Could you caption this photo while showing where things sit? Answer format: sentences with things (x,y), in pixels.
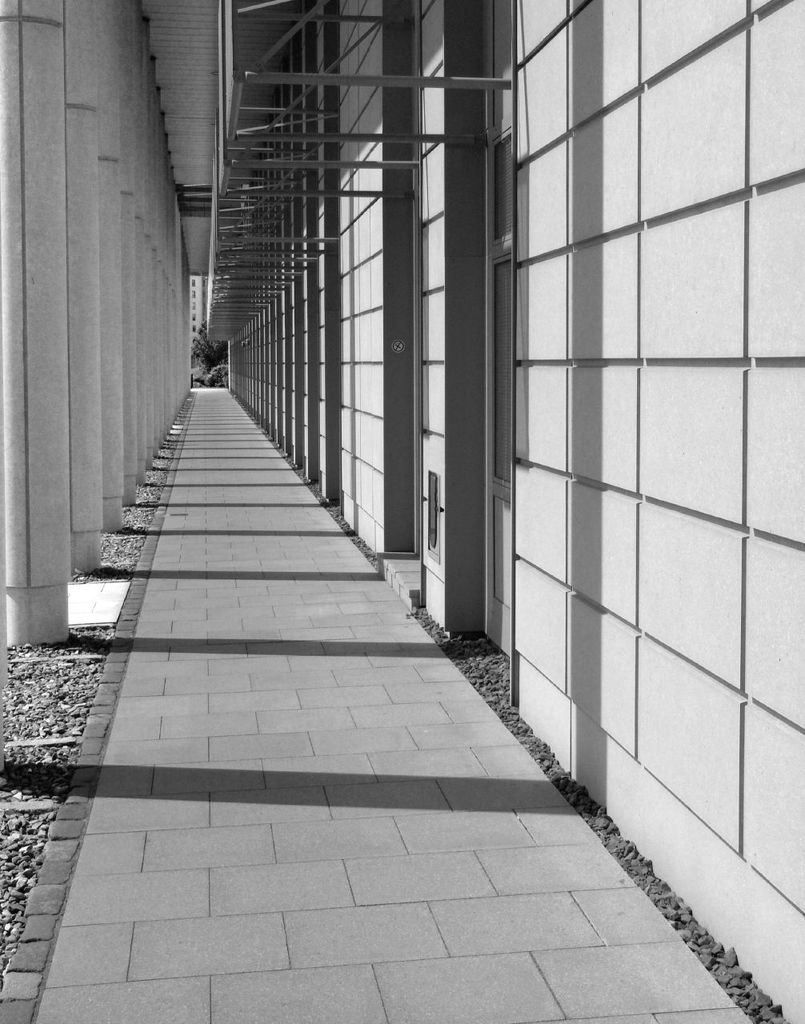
In this image there is the wall (580,305) truncated towards the right of the image (724,362), there is the roof (234,53) truncated towards the top of the image (249,62), there are pillars (111,344) truncated towards the left of the image (29,322), there is ground (225,685) truncated towards the bottom of the image (322,934), there are stones (69,747) on the ground (127,642), there is an object (114,597) on the ground (124,577).
